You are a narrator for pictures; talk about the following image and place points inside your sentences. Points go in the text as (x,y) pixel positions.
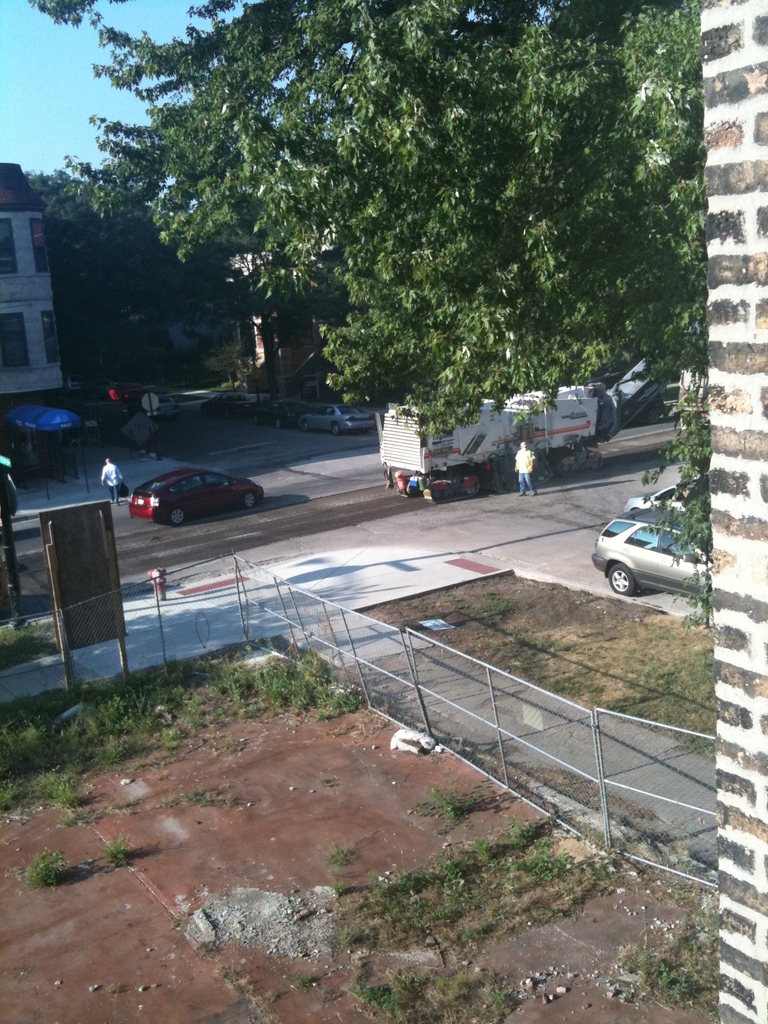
In this picture we can see there is a fence (193,643) and on the right side of the fence (415,697) there is a wall (752,625). In front of the fence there are some vehicles (640,521) and people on the road (273,441). Behind the vehicles (221,482) there are trees (346,236), buildings (36,315) and a sky (51,77).
